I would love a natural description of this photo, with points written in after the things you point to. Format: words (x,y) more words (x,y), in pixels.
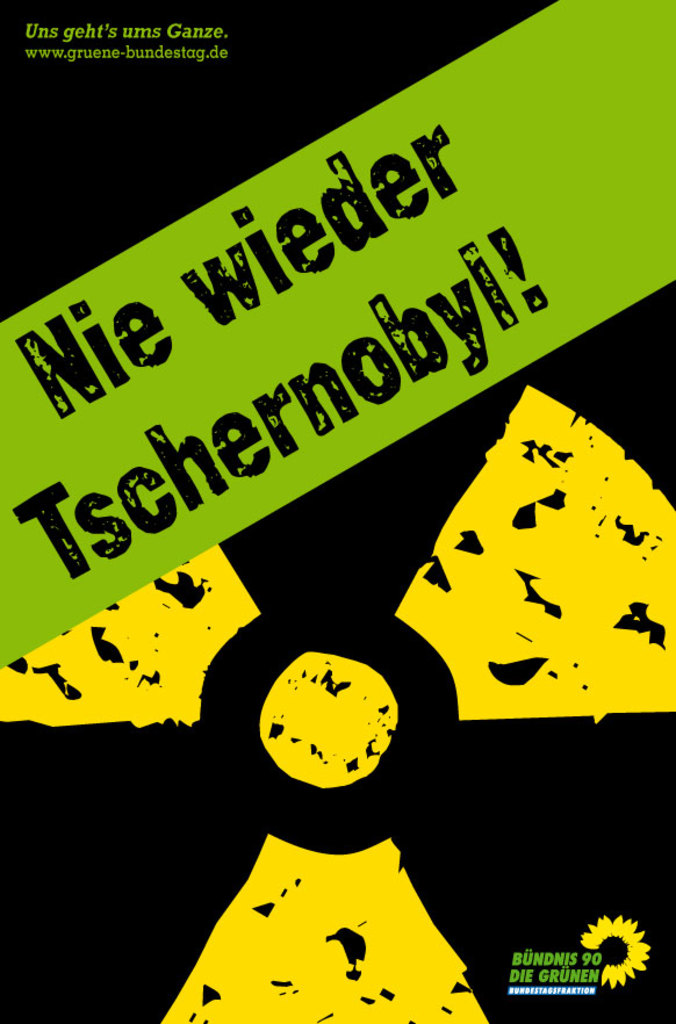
In this image there is some text (61,361) and painting (99,701) on it. Top of image (318,266) there is some text (366,339) which is in black color is having background (143,389) as green color. Bottom of image (177,1003) there is painting (355,772) in yellow color. Right bottom there is a logo (525,956) having a flower image (585,939) and some text (551,972).
